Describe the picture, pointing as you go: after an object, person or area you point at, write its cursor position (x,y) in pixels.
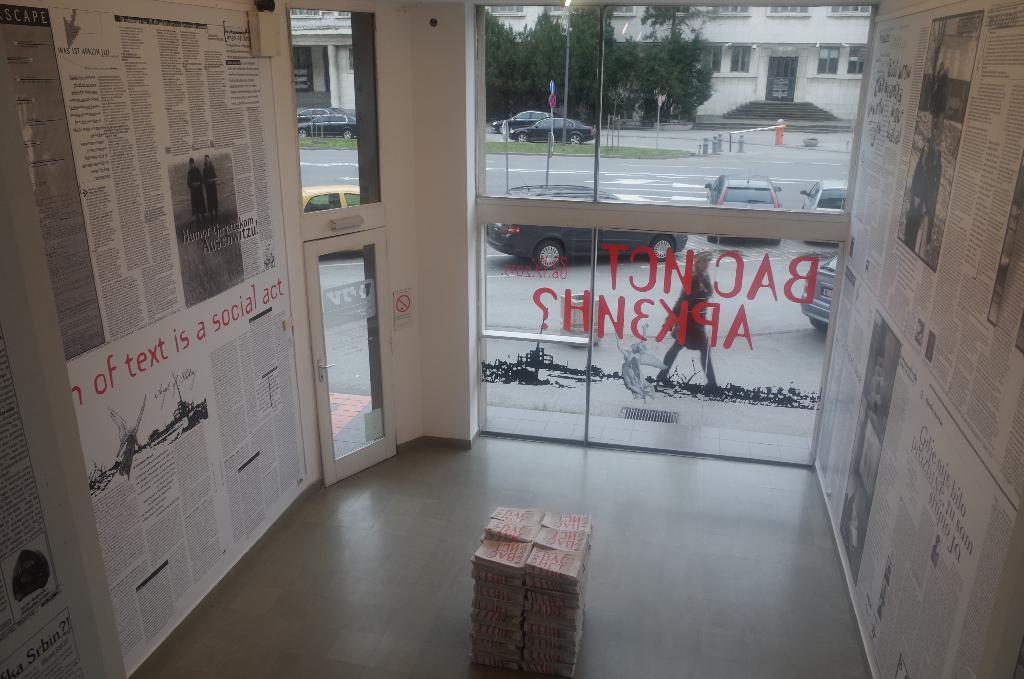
This image consists of so many papers (513,558) at the bottom (504,550). There are so many papers (218,329) pasted on the left side (210,308) and right side (877,413). There are cars (307,198) in the middle (558,248). There are trees (605,88) at the top (672,97). There is a building (718,82) at the top (752,89).
